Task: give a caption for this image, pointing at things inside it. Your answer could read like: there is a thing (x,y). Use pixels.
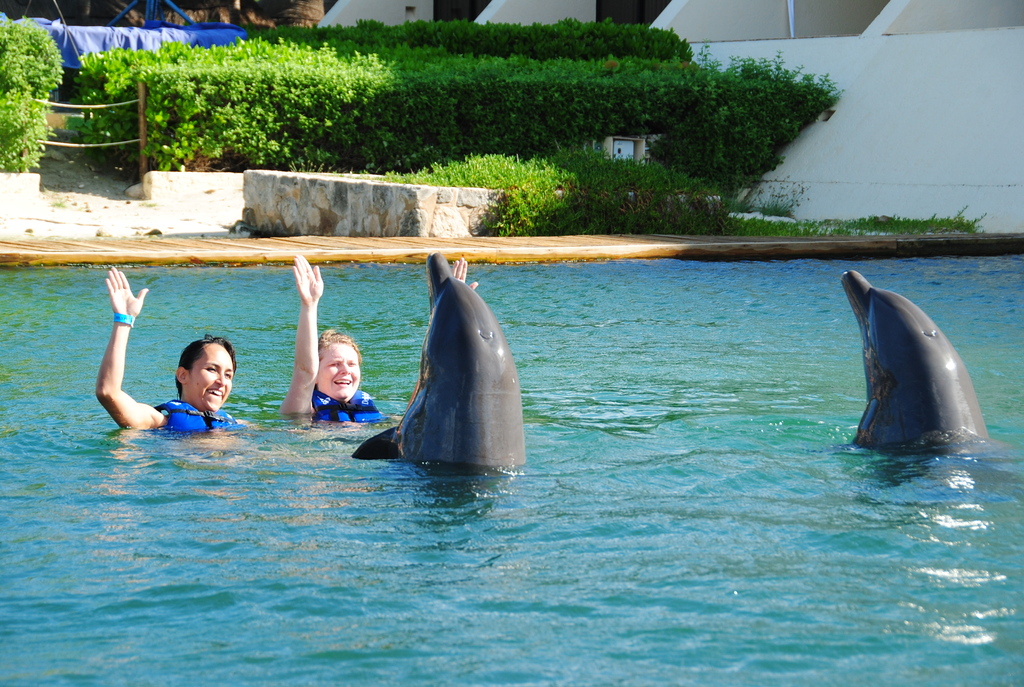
In the center of the image (360,395) we can see two dolphins (464,402) and two persons (208,428) are in the water (369,467). And they are smiling, which we can see on their faces (222,401). In the background (314,108) there is a building (964,200), plants (358,116), grass (508,190), curtain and a few other objects (396,194).
